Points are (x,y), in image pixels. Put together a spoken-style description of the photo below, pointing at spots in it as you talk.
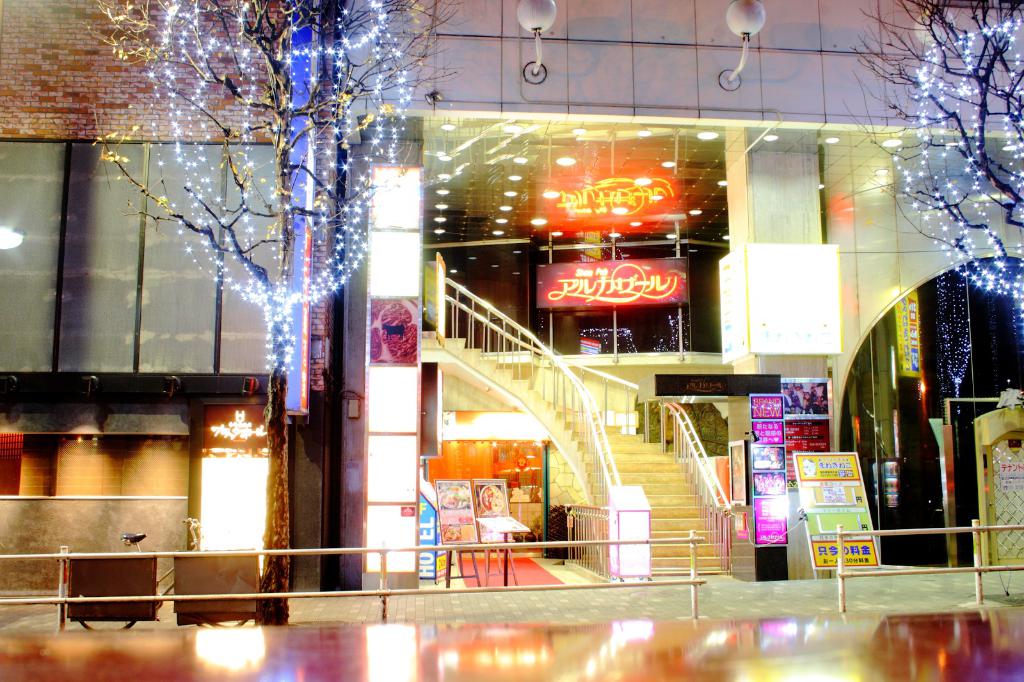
In this image in the center (612,454) there are some stairs (658,444), on the left side (226,451) and right side (790,450) there are some boards (798,424) and lights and also there are some trees (962,134) which are decorated with some lights (348,276). At the bottom (369,642) there is floor (826,607) and on the top (746,53) there are two lights (735,71), in the center (498,265) there are two glass doors (556,317).
